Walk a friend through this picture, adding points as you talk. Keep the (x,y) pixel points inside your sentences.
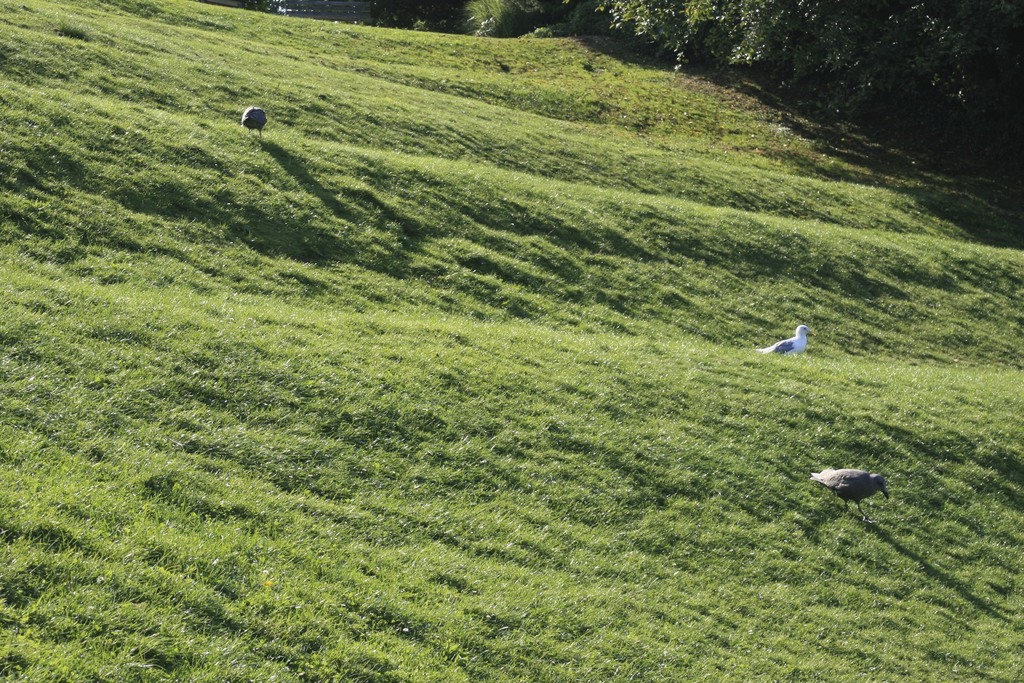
In this image we can see there are birds (878,487) on the ground (304,245). And there are trees (758,57) and grass (457,40).
